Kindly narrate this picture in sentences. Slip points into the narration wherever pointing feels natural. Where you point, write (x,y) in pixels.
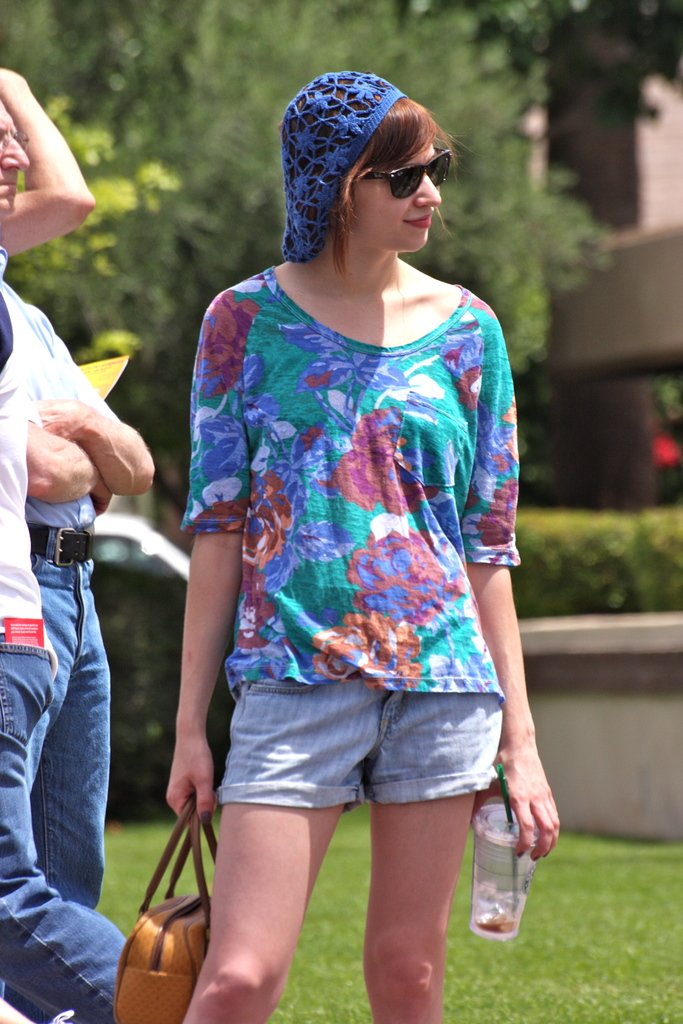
In this image in front (31,426) there are three persons (286,646) standing on the grass (540,915). In the background (647,169) there are trees (195,75) and building (553,344).
